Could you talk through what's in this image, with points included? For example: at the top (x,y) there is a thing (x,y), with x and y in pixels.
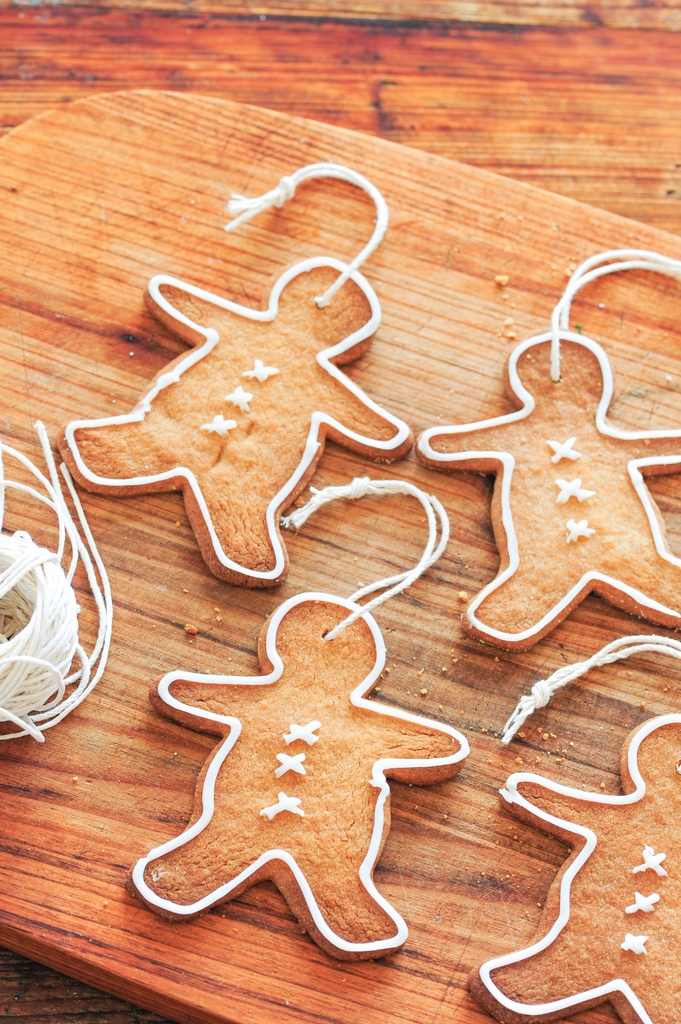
In this image there are a few human shaped cookies (247,560) placed on top of a board (305,560).
